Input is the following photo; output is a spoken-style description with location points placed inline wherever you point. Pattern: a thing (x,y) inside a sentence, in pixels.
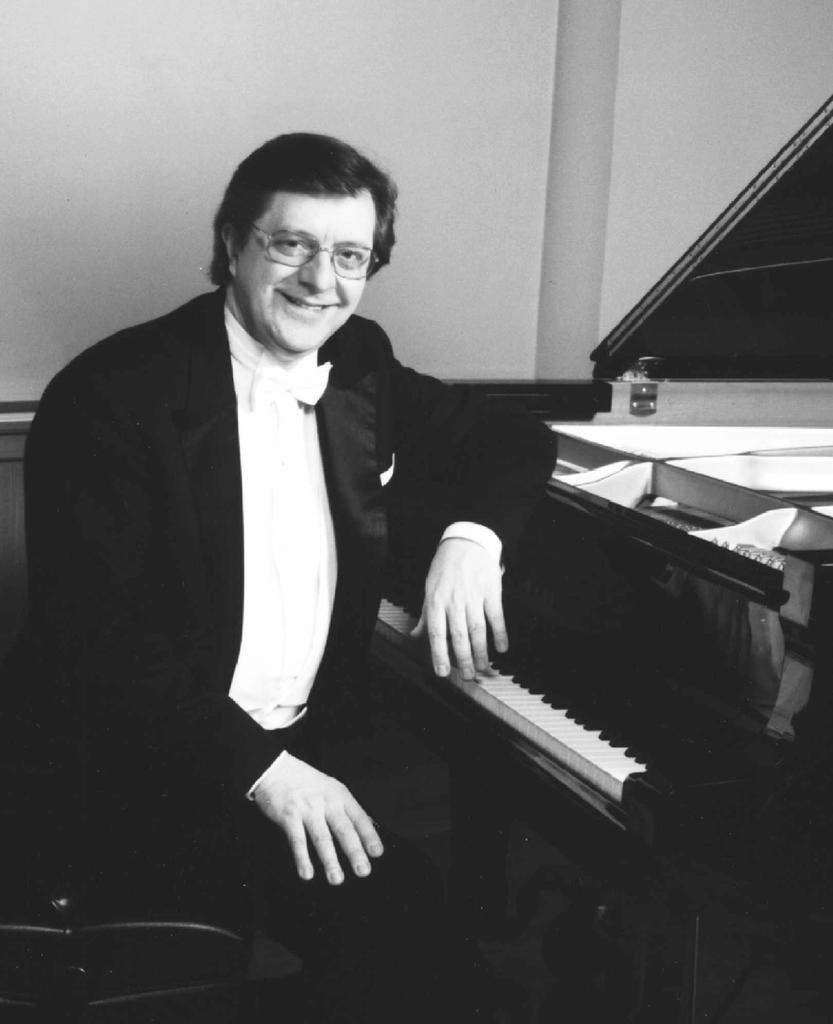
In the image we can see one person (346,486) sitting on the chair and he is smiling. And in front (584,583) we can see piano (594,607). In the background (494,106) there is a wall (474,131).
